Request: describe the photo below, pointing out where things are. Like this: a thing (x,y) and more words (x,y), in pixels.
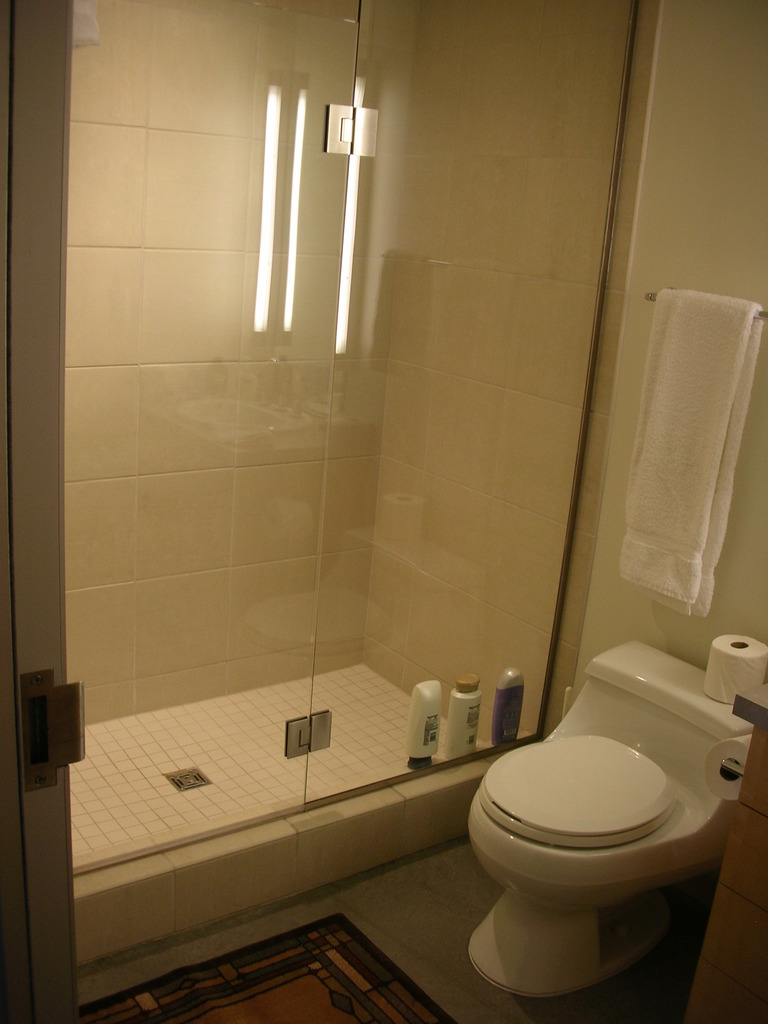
In the picture we can see a washroom (356,830) with a toilet seat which is white in color and a tissue roll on it and beside it we can see a bath surface (273,740) with a glass doors (279,753) to it and inside it we can see three shampoo and conditioner bottles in it and to the floor (444,933) we can see a mat (279,1016).
